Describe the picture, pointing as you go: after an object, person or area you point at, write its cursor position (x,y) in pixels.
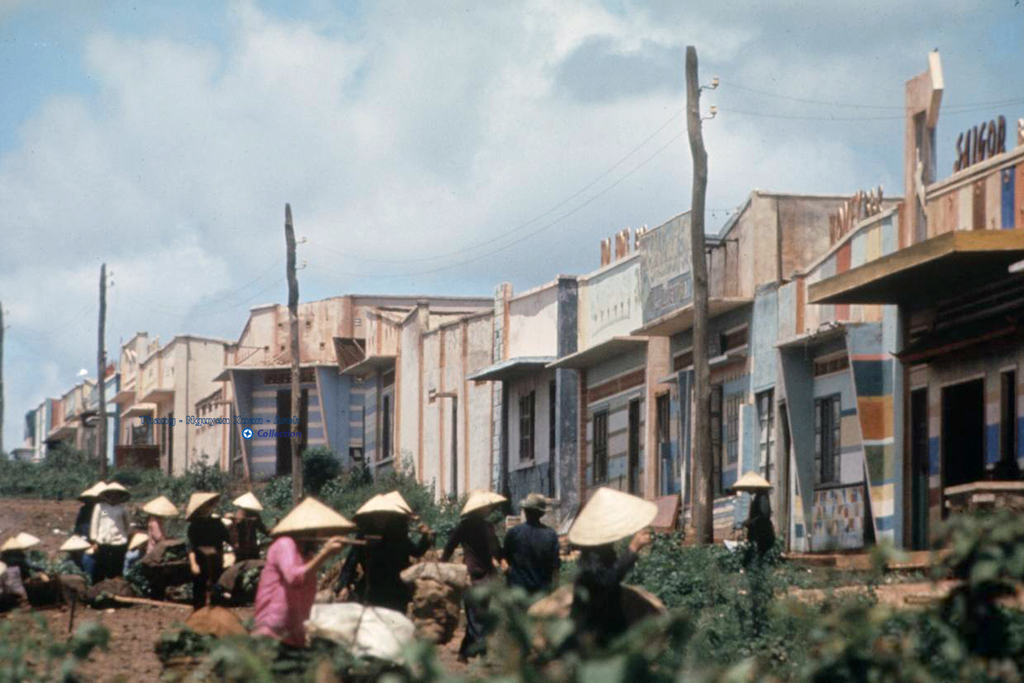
In this image I can see the group of people (265,597) with different color dresses (219,569) and the hats (213,612). To the side of these people (206,586) I can see the plants (168,634). In-front of these people (280,576) I can see the poles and the buildings (482,462). In the background (335,183) I can see clouds (438,81) and the sky (514,78).
